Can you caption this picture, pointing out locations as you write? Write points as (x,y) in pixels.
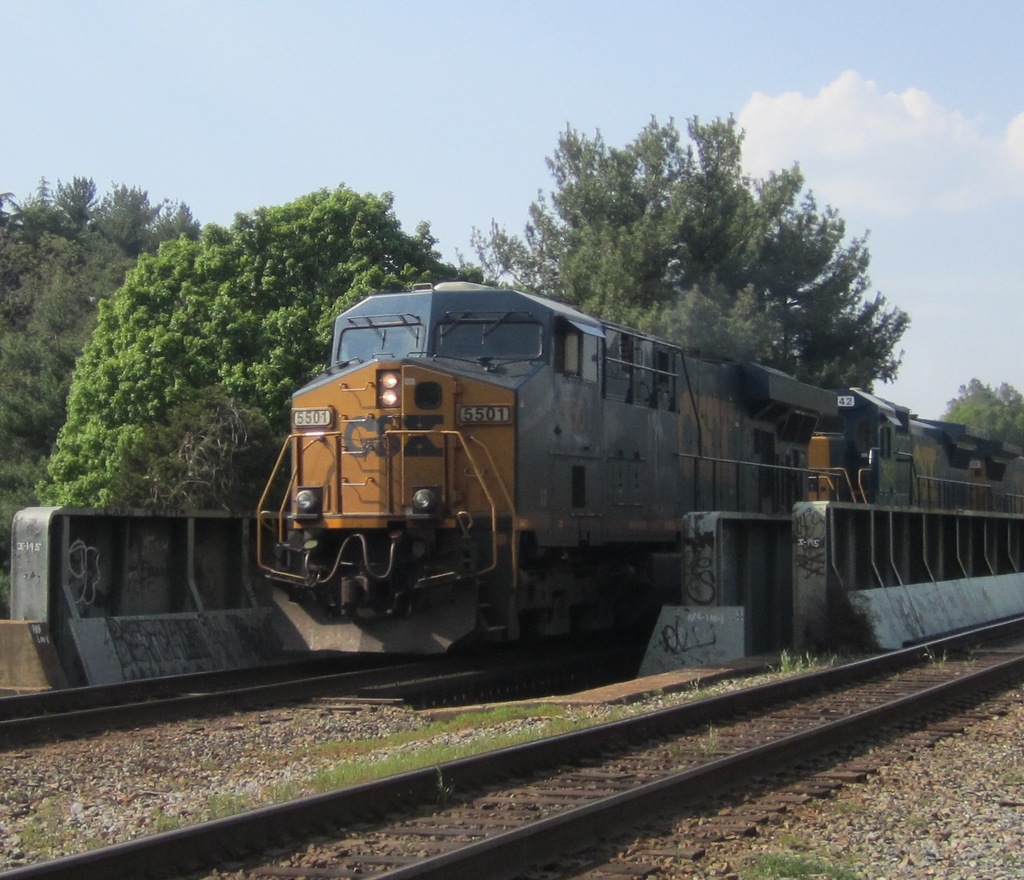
In this picture we can observe a train (483,479) moving on the railway track (335,686). There is another track (846,702) here. We can observe trees (615,306). In the background (678,66) there is a sky (694,101) with clouds (844,131).
